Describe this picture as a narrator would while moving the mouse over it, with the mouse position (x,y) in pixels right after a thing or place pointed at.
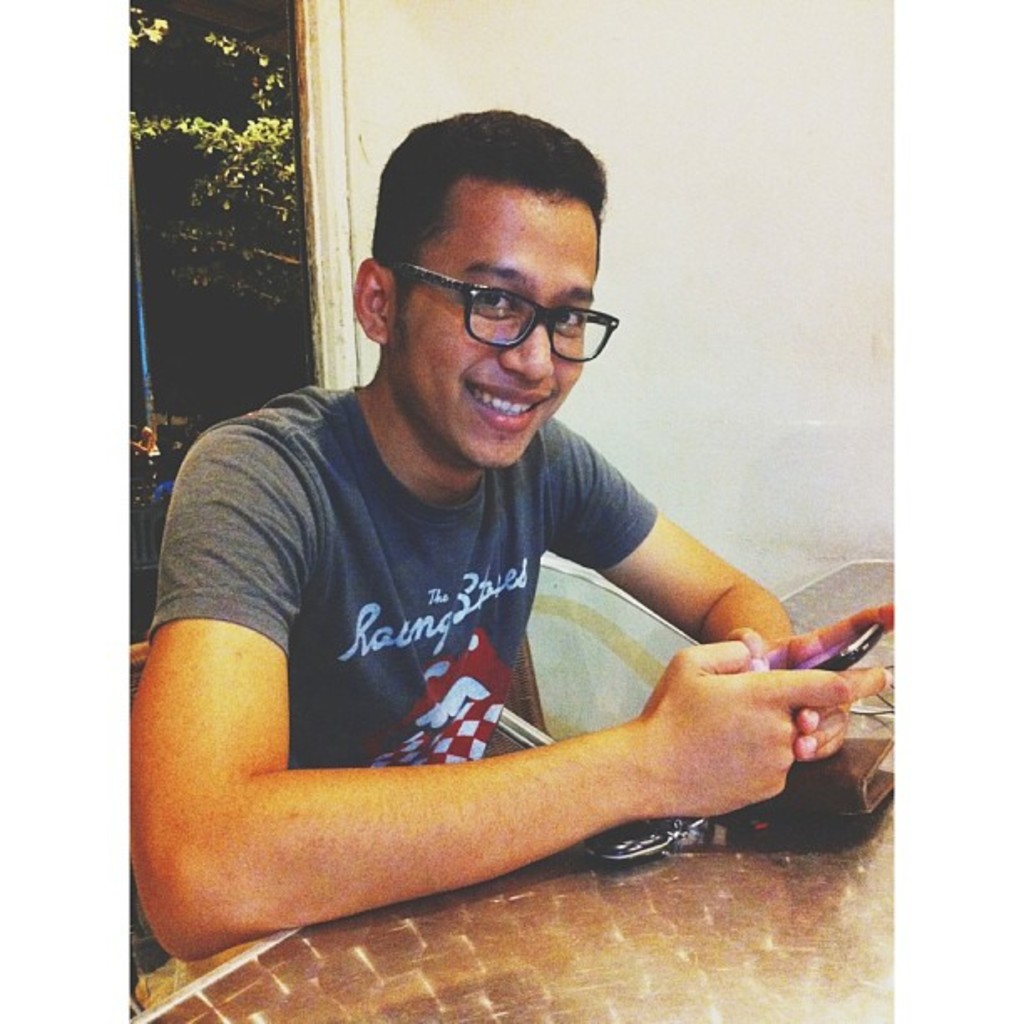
In this picture there is a man (616,482) who is wearing spectacle (595,317) and t-shirt (359,614). He is holding mobile phone (872,629). He is sitting on the chair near to the table (553,923). On the table (553,923) we can see purse (835,791) and keys (661,832). On the right (713,191) there is a wall (755,149). On the left (157,25), through the door (221,197) we can see the plants (255,131). trees (254,133) and wooden fencing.
